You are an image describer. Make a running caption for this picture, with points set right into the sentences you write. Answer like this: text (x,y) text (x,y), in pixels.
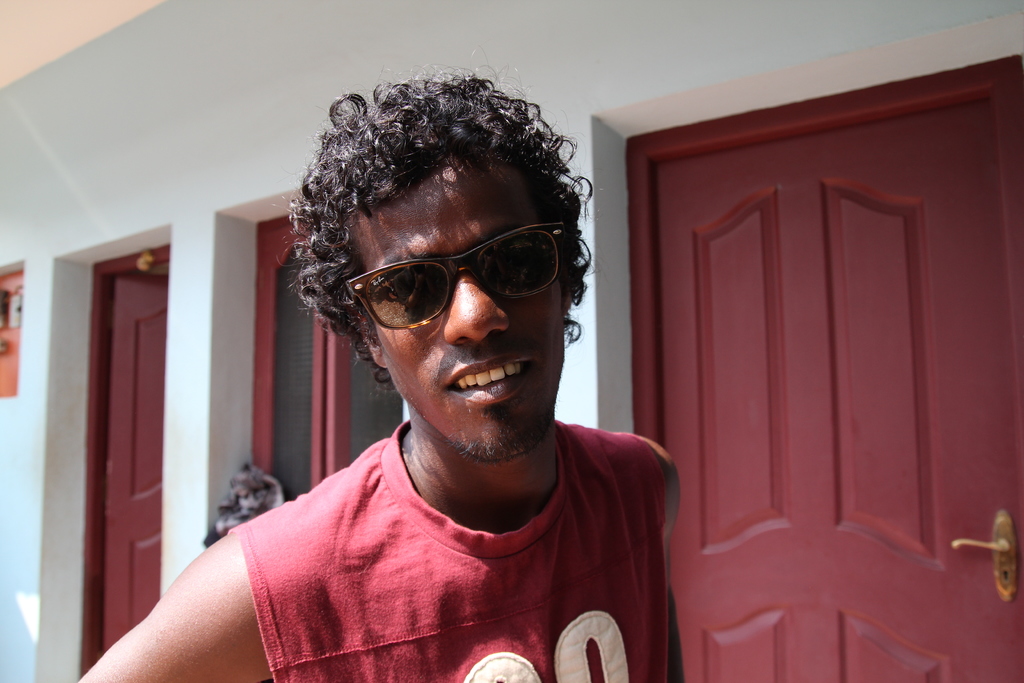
In the front of the image (403,353) I can see a person (458,294) wore goggles (409,283). In the background of the image (652,330) there are doors (147,356), window (296,409) and walls (531,79).
